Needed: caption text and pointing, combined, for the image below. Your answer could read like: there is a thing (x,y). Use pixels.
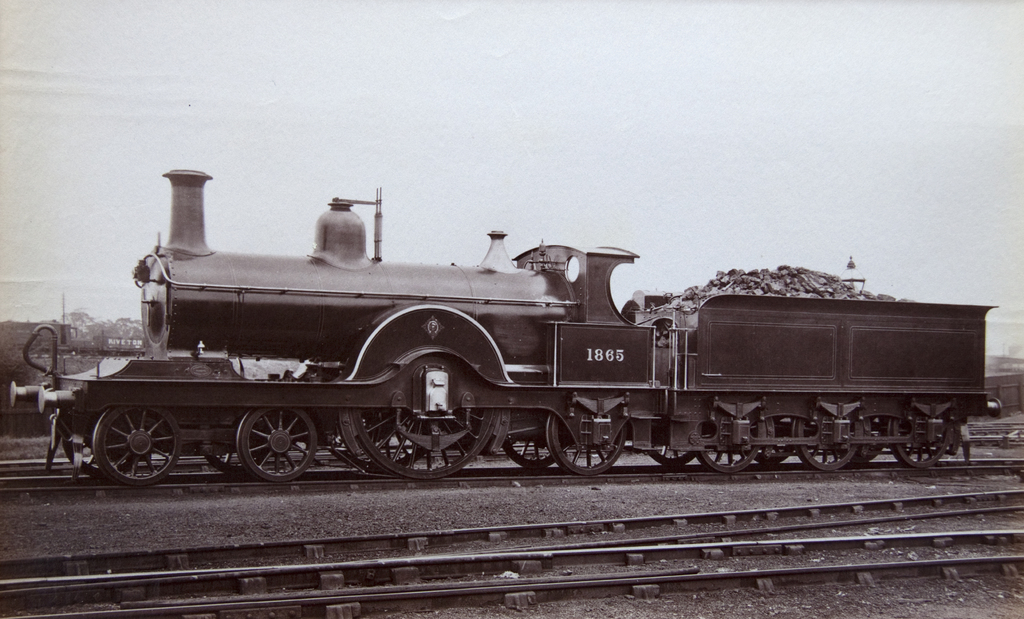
This is black and white image, in this image there are tracks (68,479), on that tracks (492,592) there is a train (497,418).
